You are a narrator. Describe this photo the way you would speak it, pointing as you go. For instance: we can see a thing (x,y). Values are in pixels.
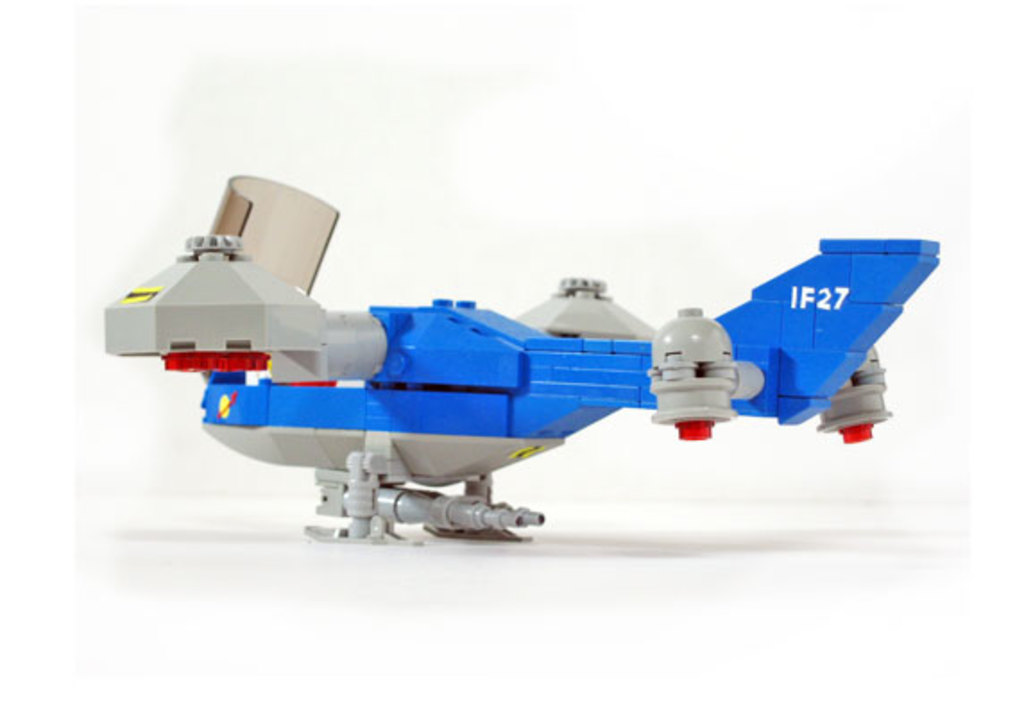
In the center of the image (393,310) we can see toy aeroplane (775,305).
